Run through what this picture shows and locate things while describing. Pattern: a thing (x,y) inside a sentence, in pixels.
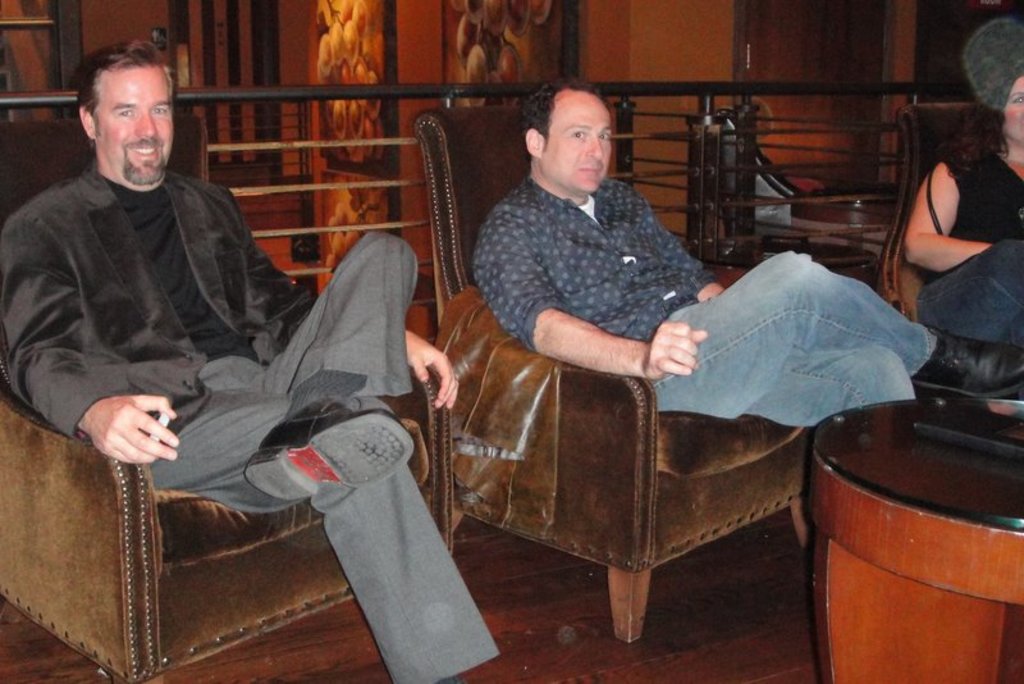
As we can see in the image there is a orange color wall (617,36), photo frame (389,40), three people (377,307) sitting on sofas (71,460). The women (978,281) who is sitting on right side (1000,207) is wearing black color shirt (1003,186). The man (577,172) in the middle (638,281) is wearing blue color shirt (606,278) and the man (119,245) on the left side (120,249) is wearing black color jacket (101,296).
